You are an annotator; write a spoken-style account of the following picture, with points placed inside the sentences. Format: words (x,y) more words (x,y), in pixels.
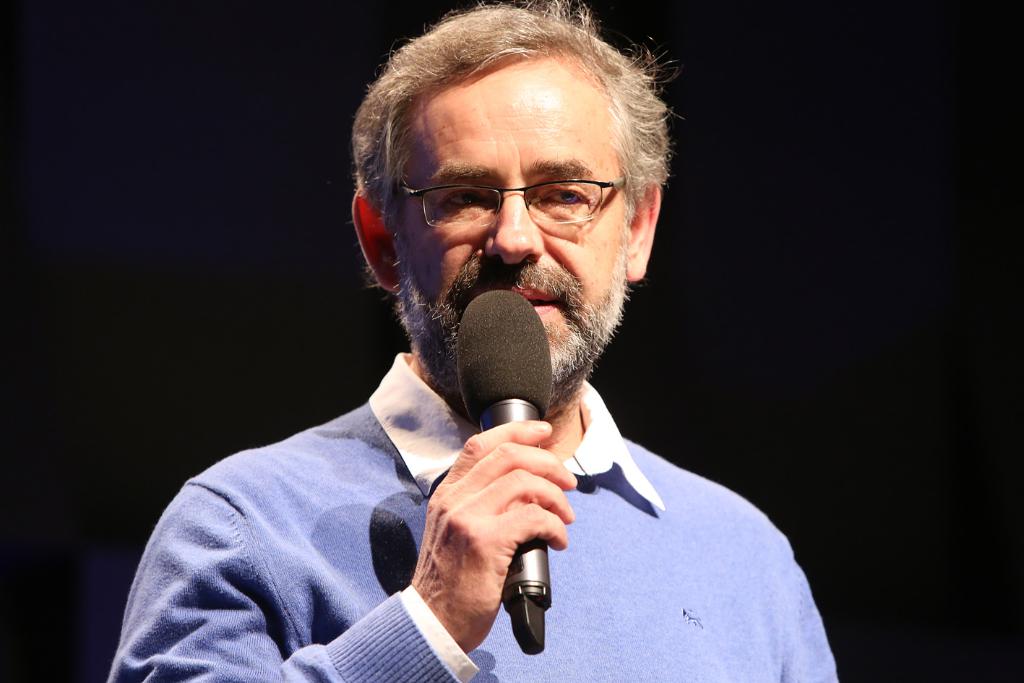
In the center of the image (583,447) we can see a man (585,506) standing and holding a mic (492,401) in his hand (495,498).
